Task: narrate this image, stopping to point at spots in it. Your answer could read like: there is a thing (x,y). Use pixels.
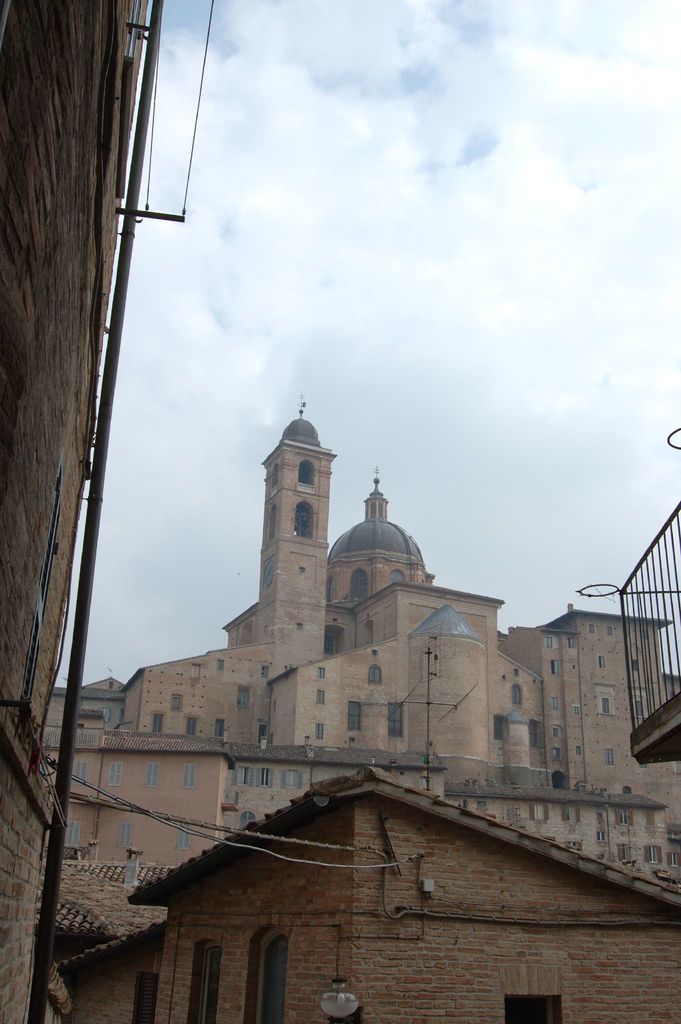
In the picture we can see a house (450,979) beside it, we can see a building wall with a pipe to it and to the house (436,968) we can see a door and a light (335,1021) and behind the house (304,962) we can see a building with windows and behind it we can see a palace (317,709) and in the background (591,198) we can see a sky (471,545) with clouds (492,539).
